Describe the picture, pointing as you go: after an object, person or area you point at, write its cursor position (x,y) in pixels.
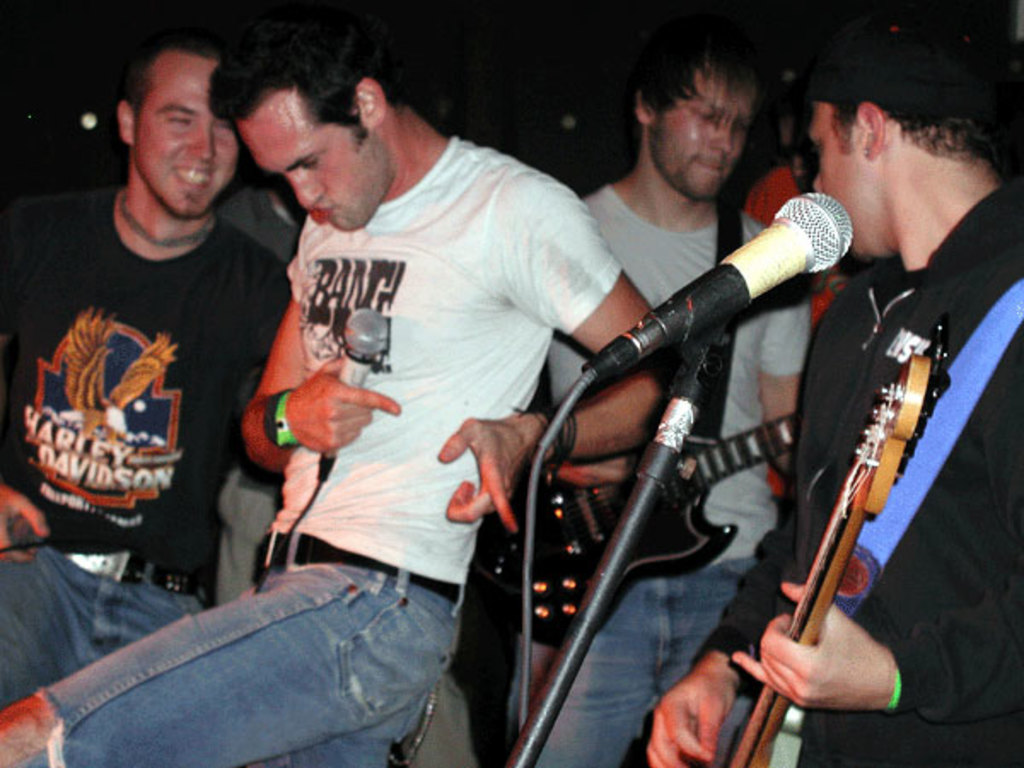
This person (852,254) is playing guitar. This man (393,468) is holding a mic (358,369). These persons (248,287) are standing.
